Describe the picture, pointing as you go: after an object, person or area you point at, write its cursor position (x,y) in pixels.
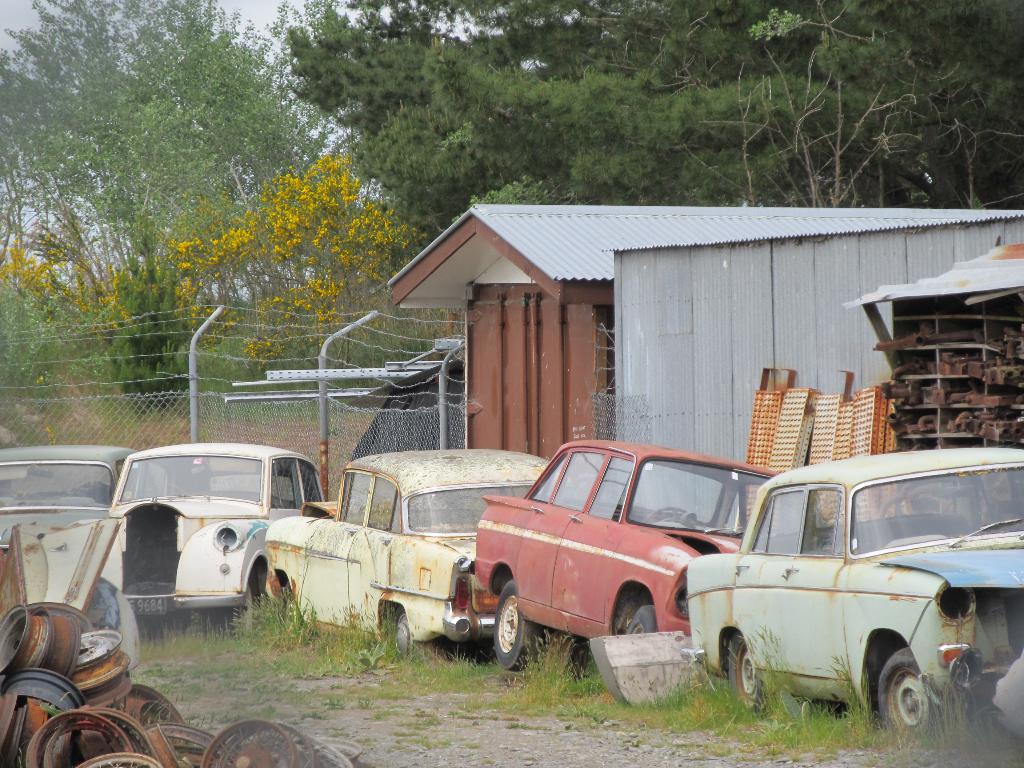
In this image I can see in the middle (594,500) there are old cars (390,518), on the right side (773,244) there are iron sheds (685,315). At the back side (681,118) there are trees (602,129).
